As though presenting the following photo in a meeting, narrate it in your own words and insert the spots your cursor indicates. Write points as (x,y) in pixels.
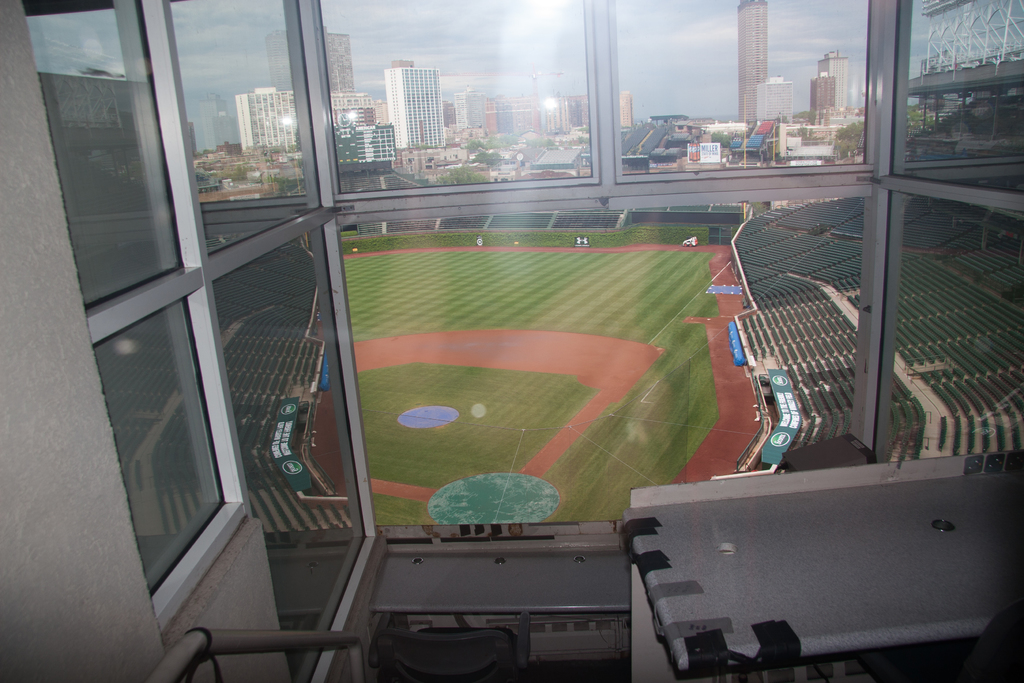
In this image we can see ground (474,402), chairs (856,349), buildings (407,165), sky (674,71) and clouds (431,59).
